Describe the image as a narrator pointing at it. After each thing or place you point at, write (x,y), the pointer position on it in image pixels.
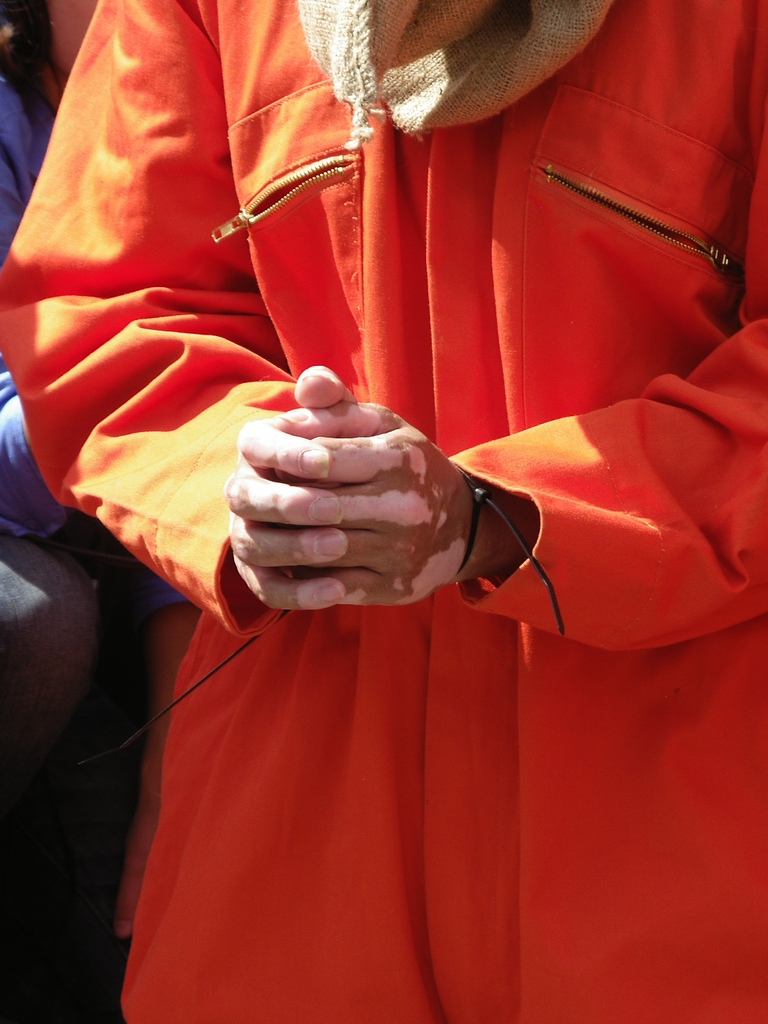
In this image there is a person (562,432) standing. The person (506,269) is wearing a jacket (322,280). There is a band (476,521) around the wrist (464,577). Behind the person (114,157) there are few people (38,96).
